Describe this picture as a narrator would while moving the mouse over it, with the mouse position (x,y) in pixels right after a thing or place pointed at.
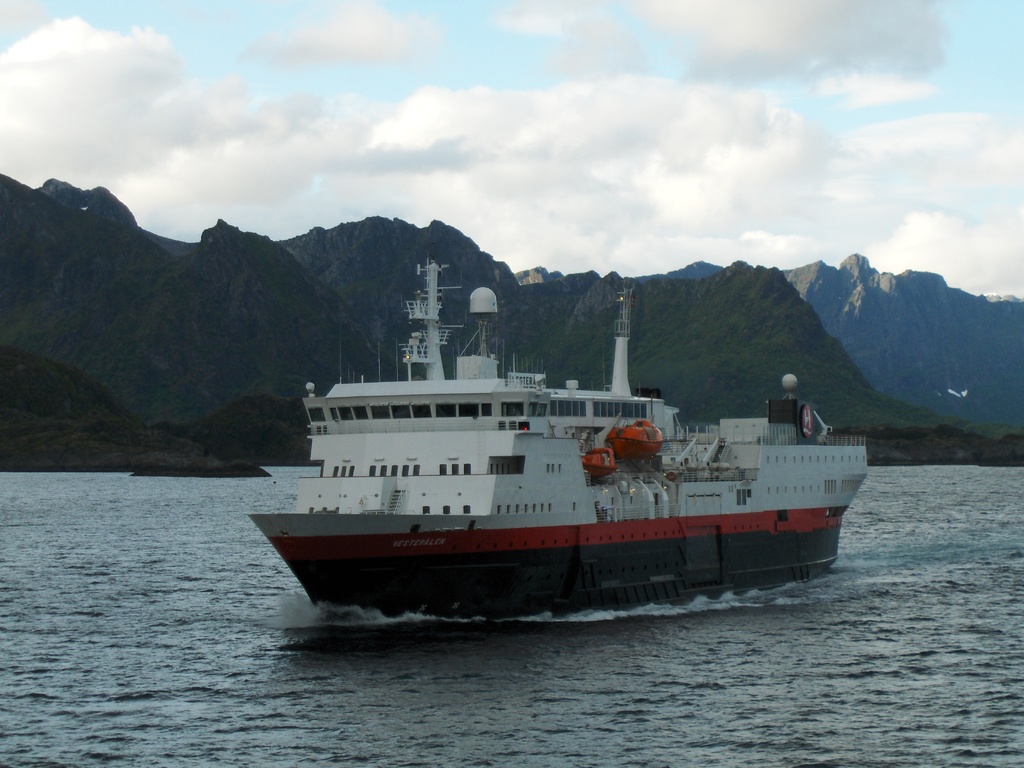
In this image there is a ship (386,546) on the river (272,618), in the background (273,291) there are mountains (518,282) and the sky (551,147).
